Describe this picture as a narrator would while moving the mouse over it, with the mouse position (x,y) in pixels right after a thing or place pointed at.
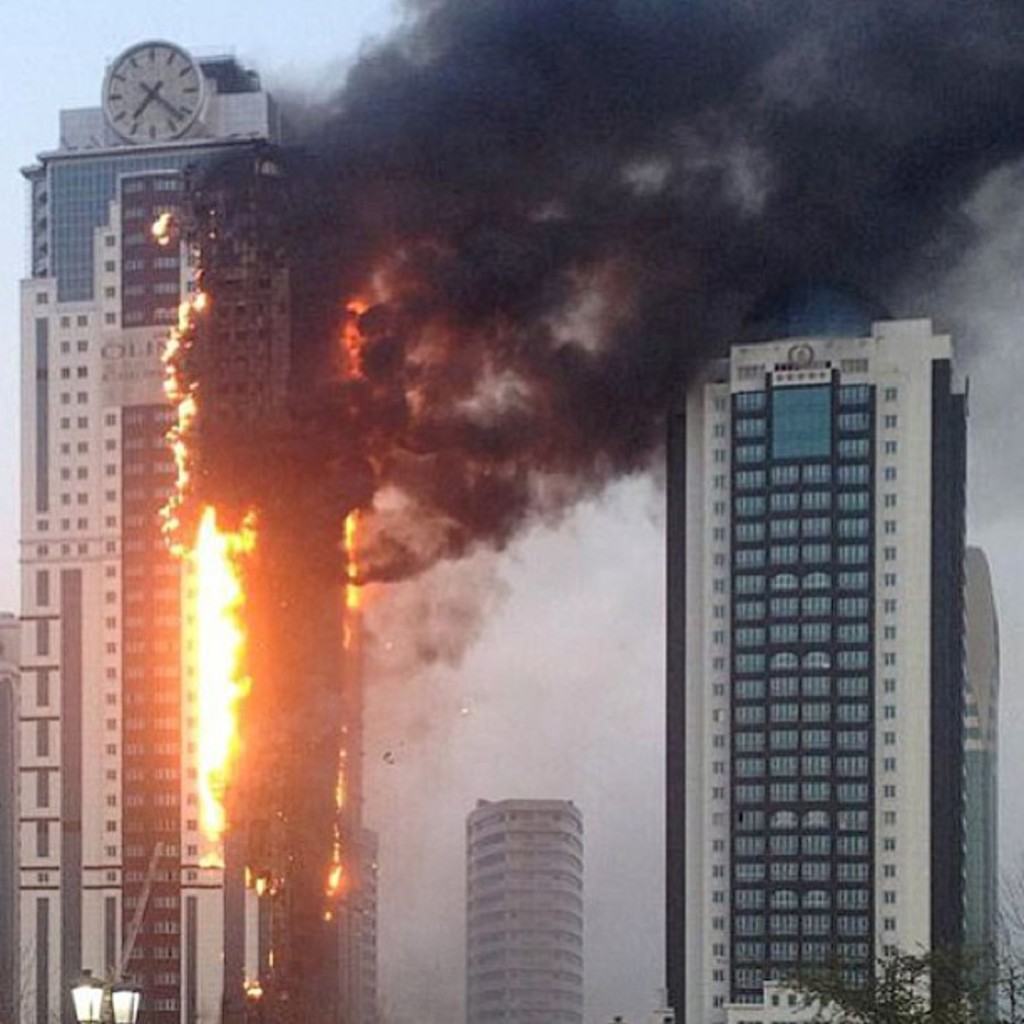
In this image we can see buildings (790,669) and windows (839,639). At the bottom (98,1003) we can see two lights (98,1003) and a tree (971,1023). On the left side (296,694) we can see fire (225,601) on the building (263,423), smoke (664,142). a clock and a name board (152,382) on the wall (147,610) and this is sky (518,684).
